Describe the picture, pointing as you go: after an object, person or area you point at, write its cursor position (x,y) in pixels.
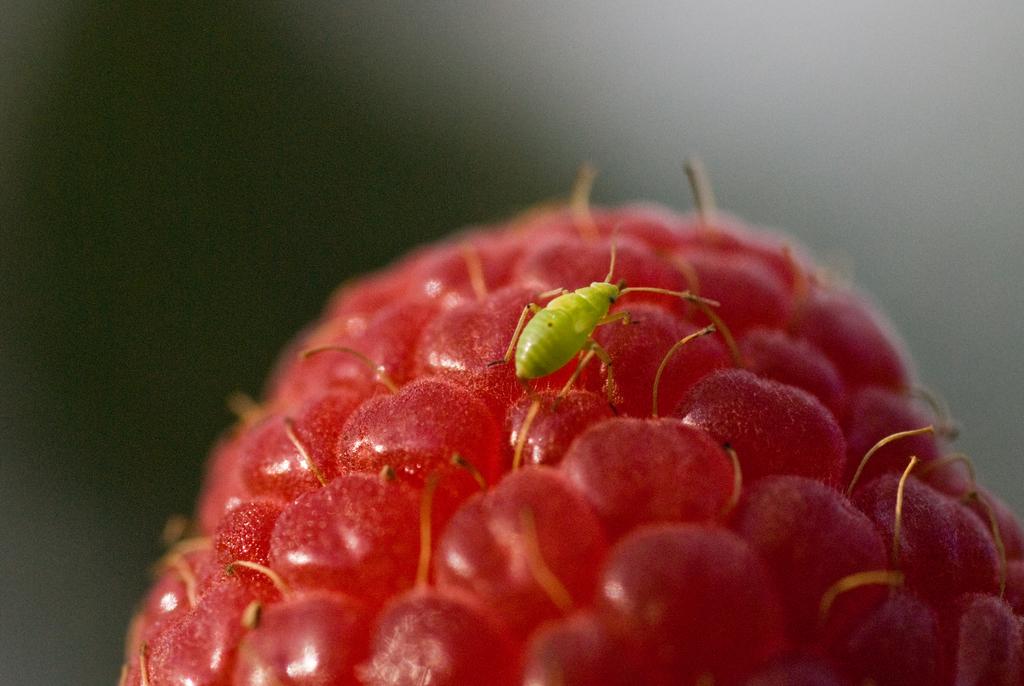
In this picture we can see an insect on red berries (520,486) and in the background (378,242) we can see it is blurry.
